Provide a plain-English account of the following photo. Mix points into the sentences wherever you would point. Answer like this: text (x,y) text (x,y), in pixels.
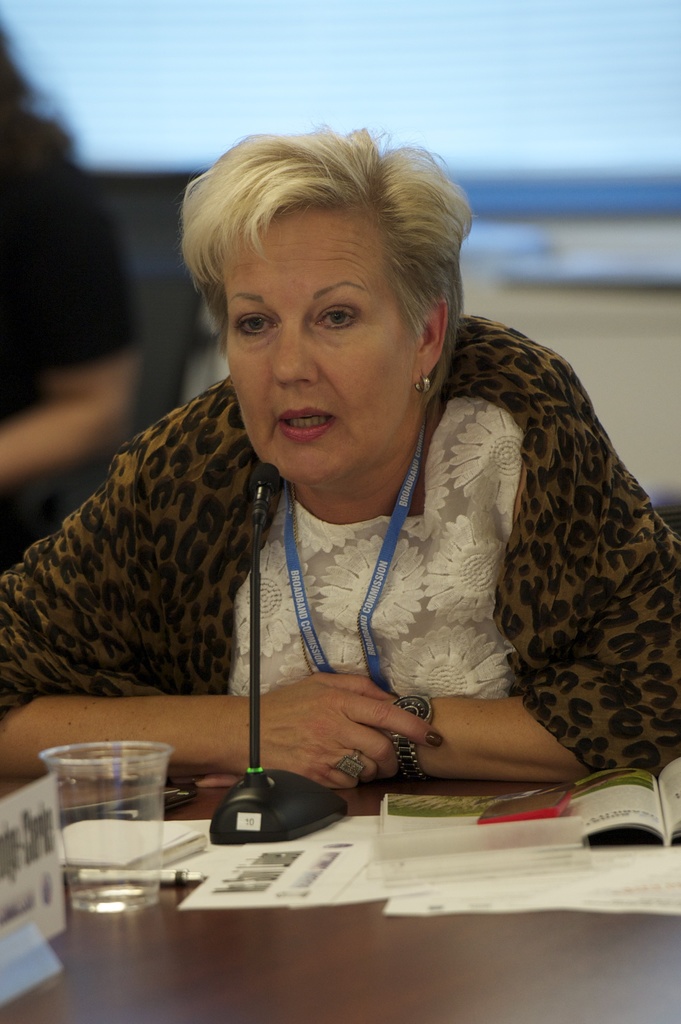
This picture shows a woman (195,207) seated and speaking with the help of a microphone (236,834) and we see some papers (299,881) and a glass (142,874) on the table (179,920).
